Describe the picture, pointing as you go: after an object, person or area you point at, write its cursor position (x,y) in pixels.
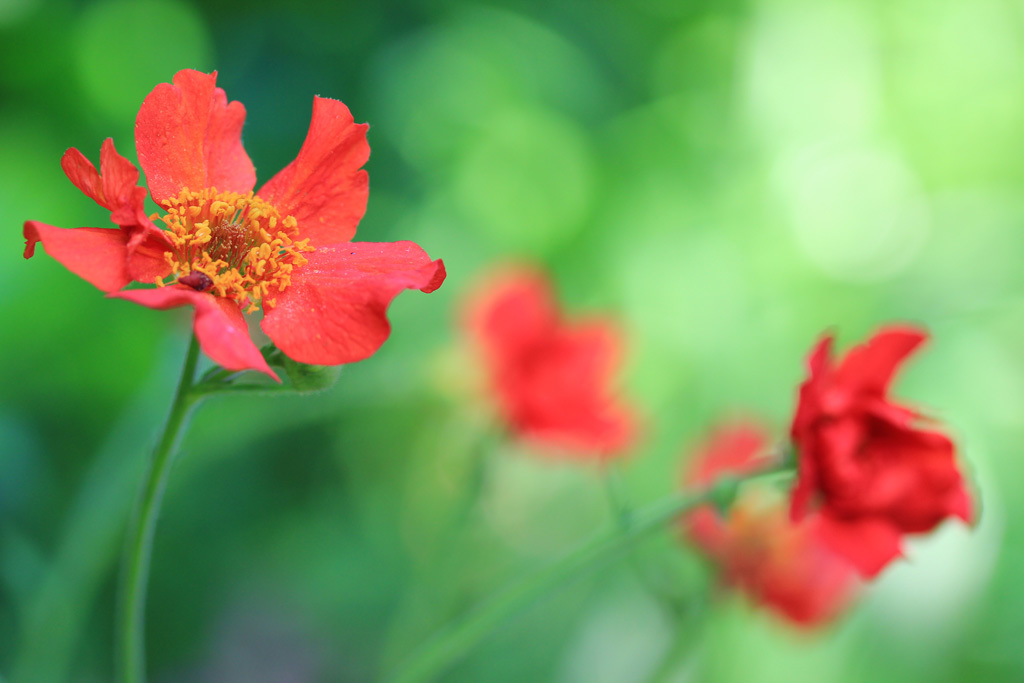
In the picture I can see flower plants (688,510). These flowers (488,342) are red in color. The background of the image (277,425) is blurred.
